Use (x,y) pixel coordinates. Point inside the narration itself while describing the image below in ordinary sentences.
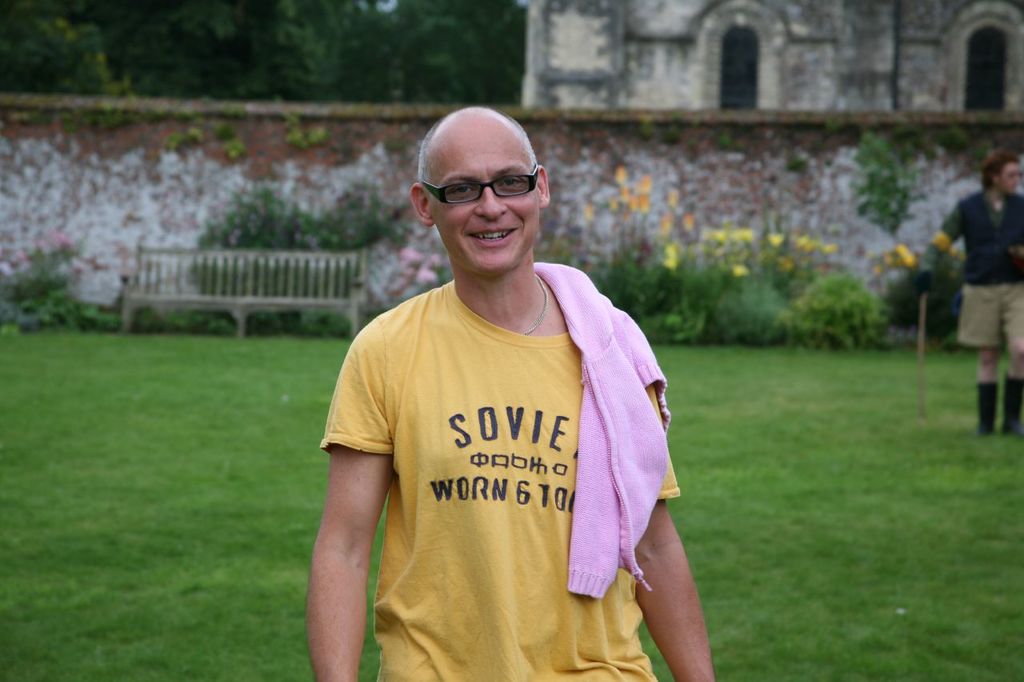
In the center of the image (550,422) there is a person (548,419) wearing a yellow color t-shirt (463,375). In the background of the image (800,57) there is a house (573,39). There are trees (263,39). There is wall (272,144). There is a bench (216,291). To the right side of the image (931,250) there is a person (1023,282) standing and holding a stick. At the bottom of the image (219,566) there is grass (144,628).
